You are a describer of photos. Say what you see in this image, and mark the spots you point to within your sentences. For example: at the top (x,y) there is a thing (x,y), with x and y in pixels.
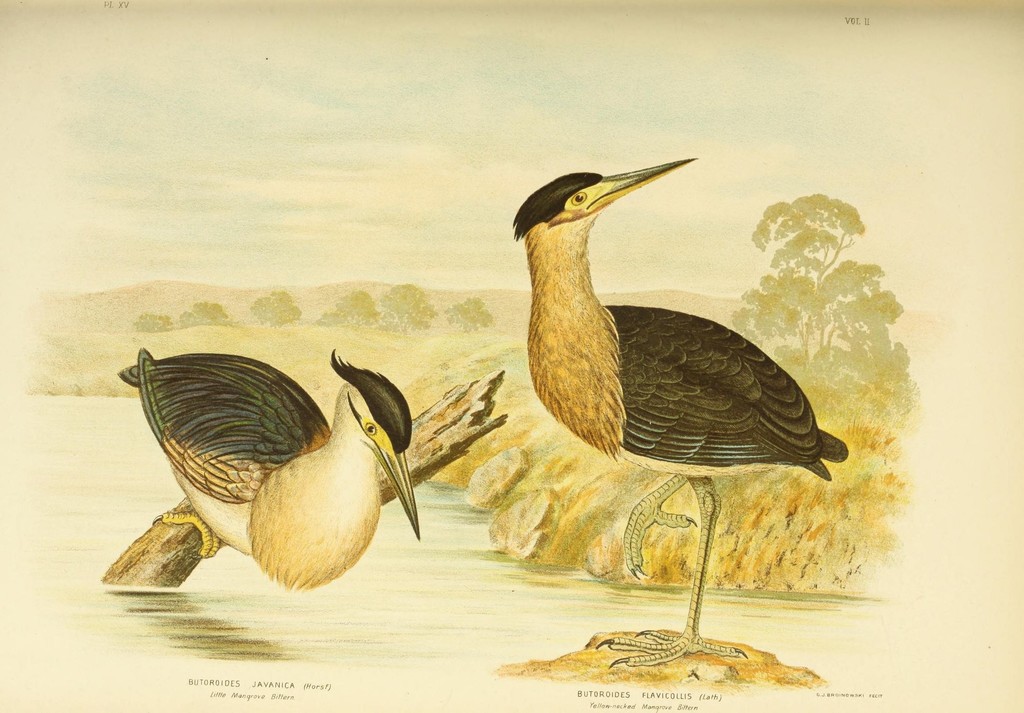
This is an image of the painting where we can see there are birds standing on a wooden piece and a mound (706,674) on water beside that there is a grassy bank (272,345), trees (868,364) and mountains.
